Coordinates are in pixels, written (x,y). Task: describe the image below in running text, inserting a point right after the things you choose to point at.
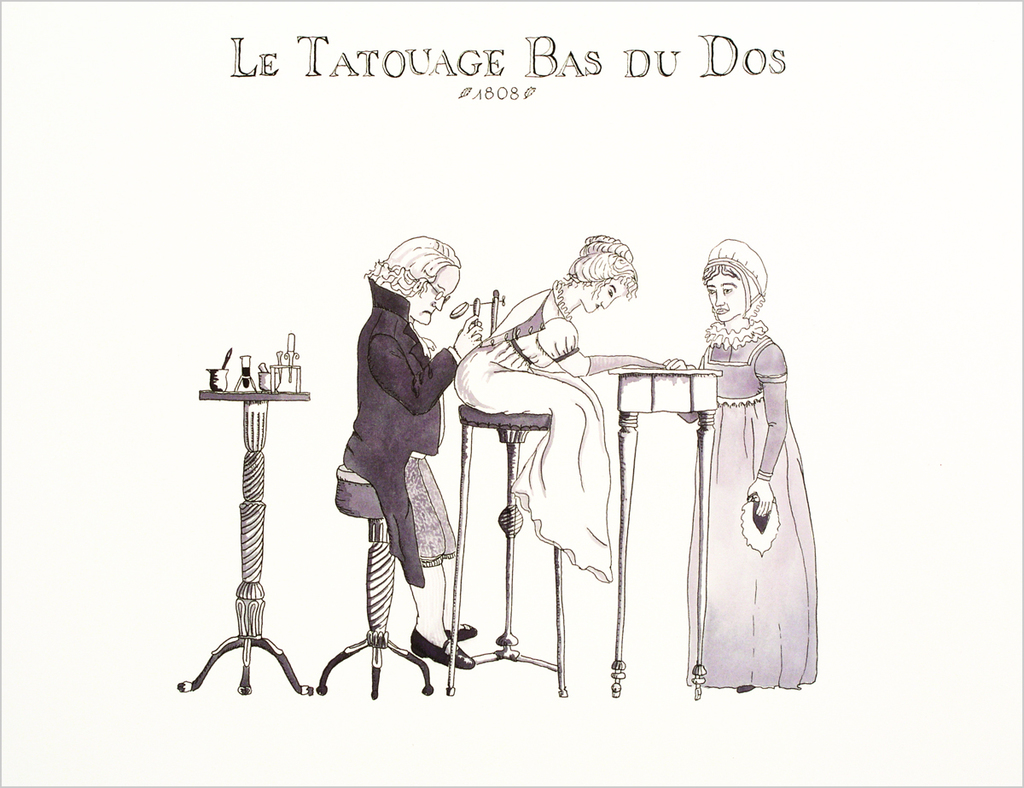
This is an animated image, where there is a measuring jug (220,373) and some objects (258,383) on the table (260,597), two persons (386,499) are sitting on the stools (462,429), a person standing near a table (652,389).
